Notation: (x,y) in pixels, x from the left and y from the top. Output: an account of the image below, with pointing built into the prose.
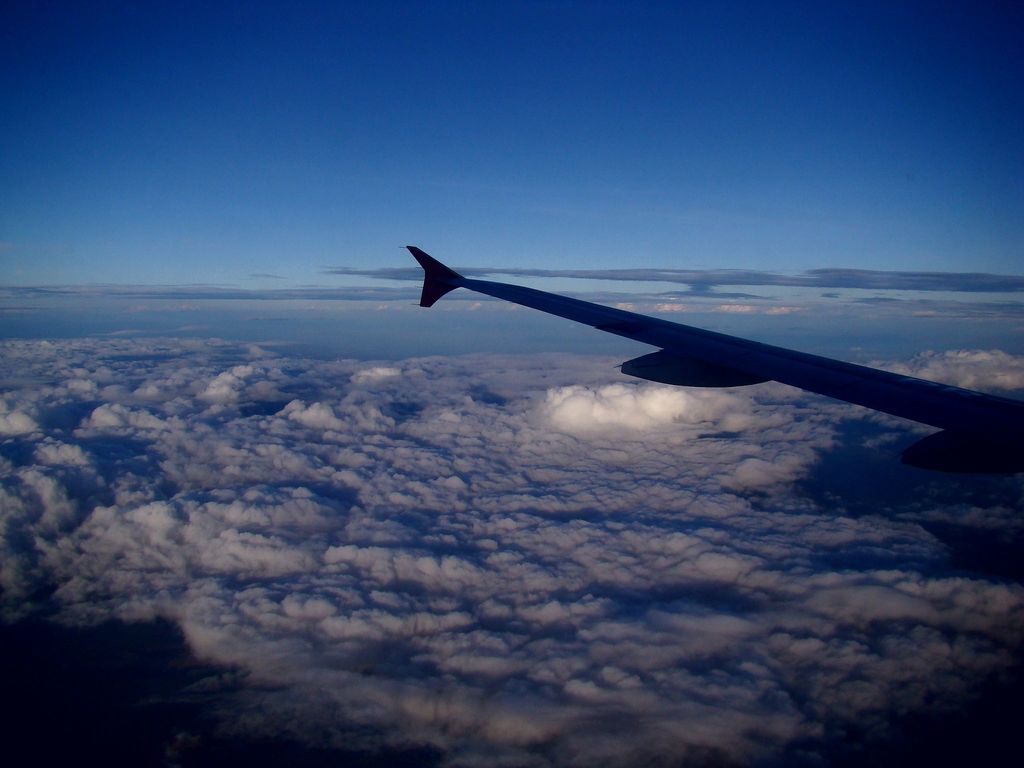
In this image we can see wing (749,364) of a plane (787,353) on the right side (686,334). In the background (459,160) we can see sky (307,140) and clouds (453,453).
